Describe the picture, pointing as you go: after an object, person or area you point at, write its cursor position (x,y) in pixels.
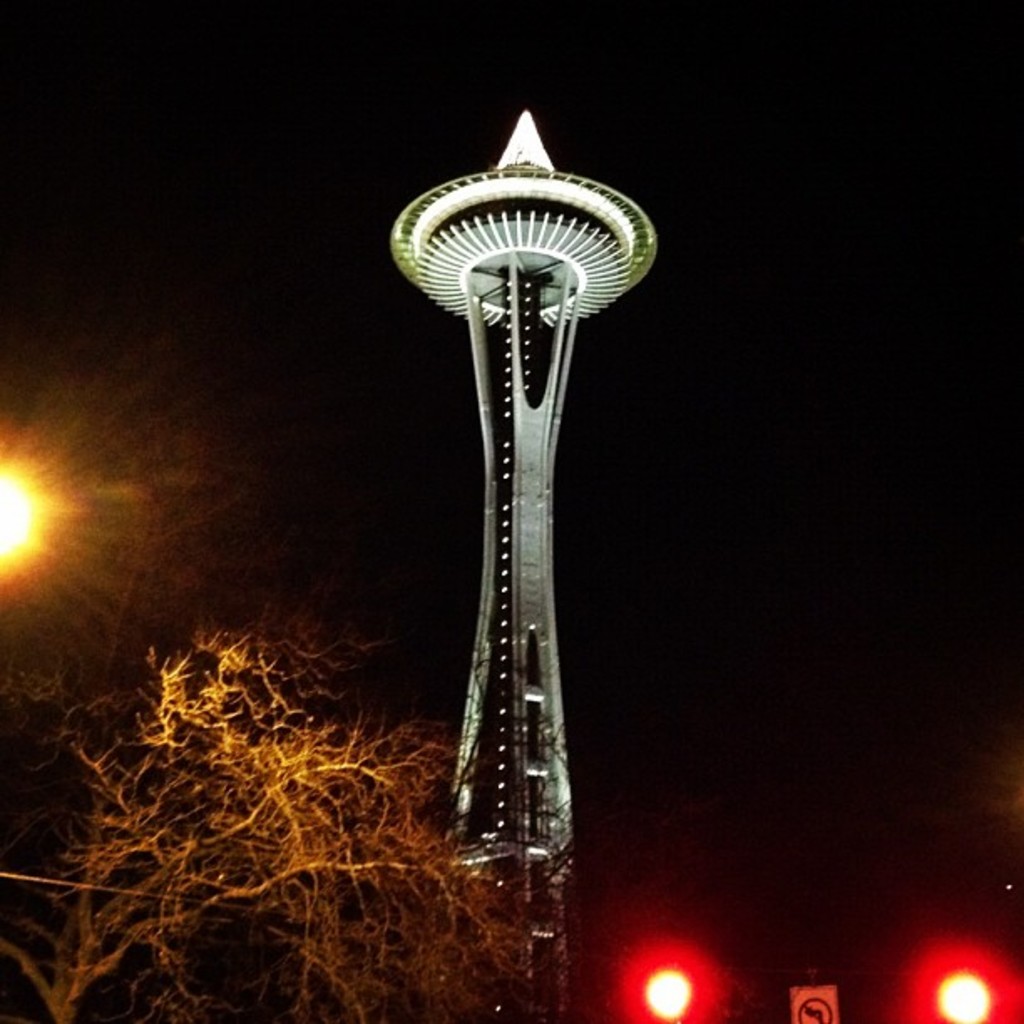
In this image we can see an object (522,499) like tower (494,265) and a tree (229,773) is there.
